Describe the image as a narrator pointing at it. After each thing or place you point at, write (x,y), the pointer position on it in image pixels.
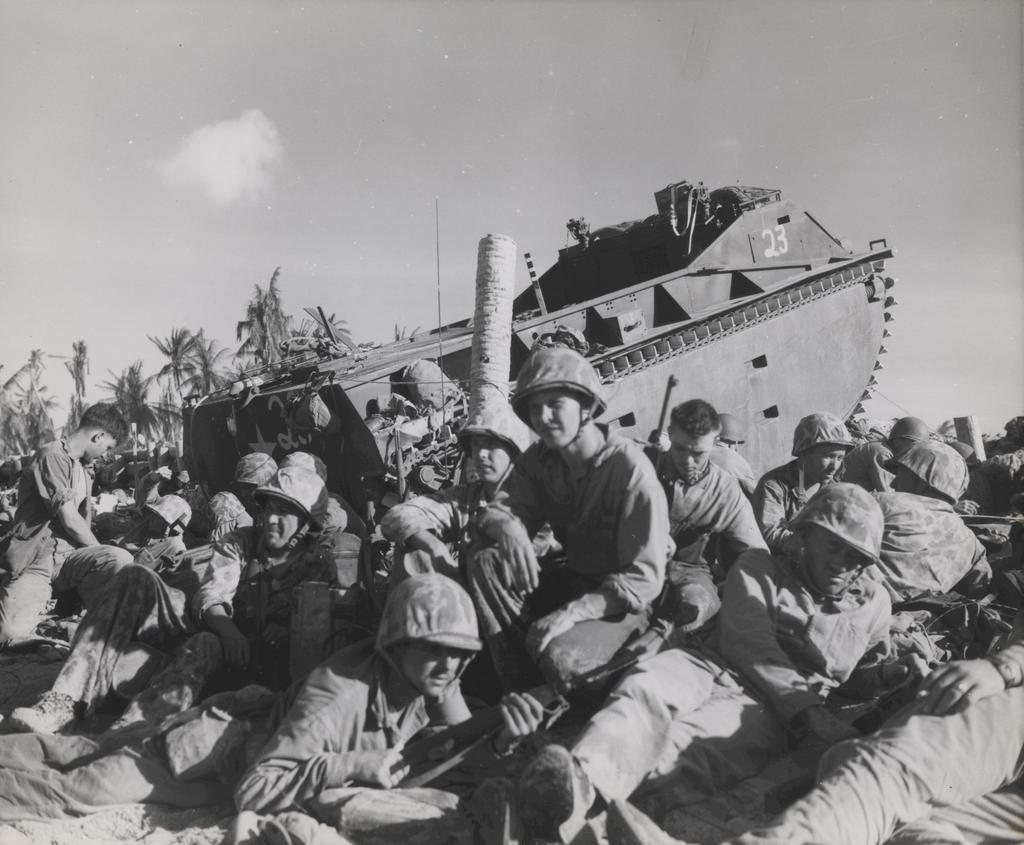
This is a black and white image. At the bottom of the image (603,652) we can see a group of people (307,773) are lying on the ground (107,844) and some of them are wearing caps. In the center of the image (586,297) we can see a vehicle (660,291), pole (490,389). On the left side of the image (239,319) we can see the trees (264,333). At the top of the image (366,123) we can see the clouds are present in the sky (540,252). At the bottom of the image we can see the soil (93,840).
